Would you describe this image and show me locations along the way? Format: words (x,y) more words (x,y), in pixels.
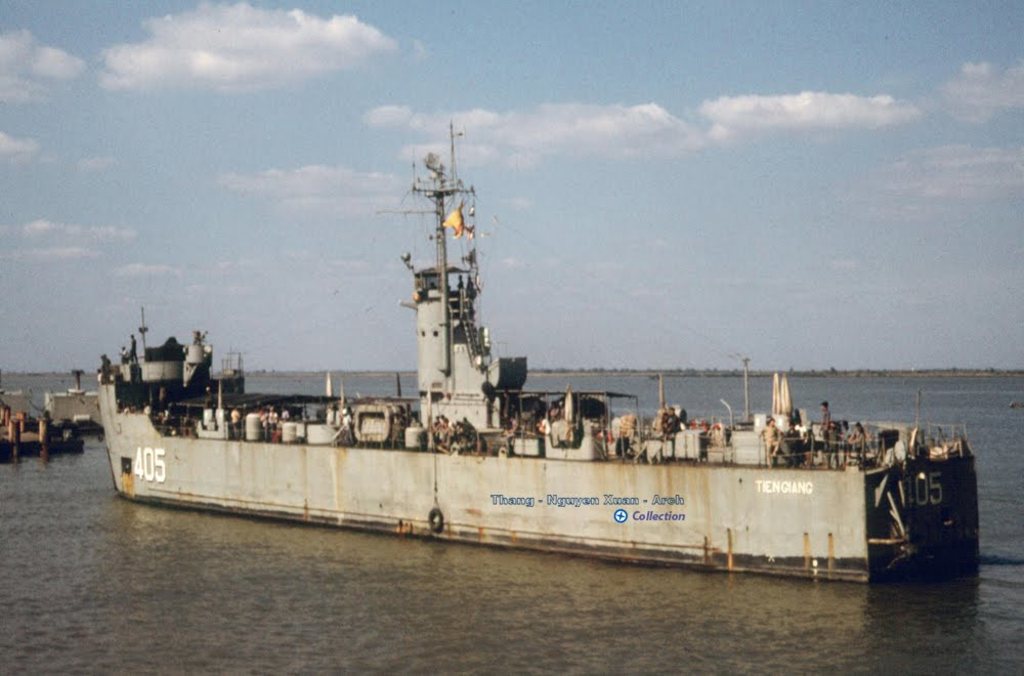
Here in this picture we can see a landing ship (146,472) present in the water (87,590) over there and we can see clouds (623,115) in the sky (623,115) over there.
